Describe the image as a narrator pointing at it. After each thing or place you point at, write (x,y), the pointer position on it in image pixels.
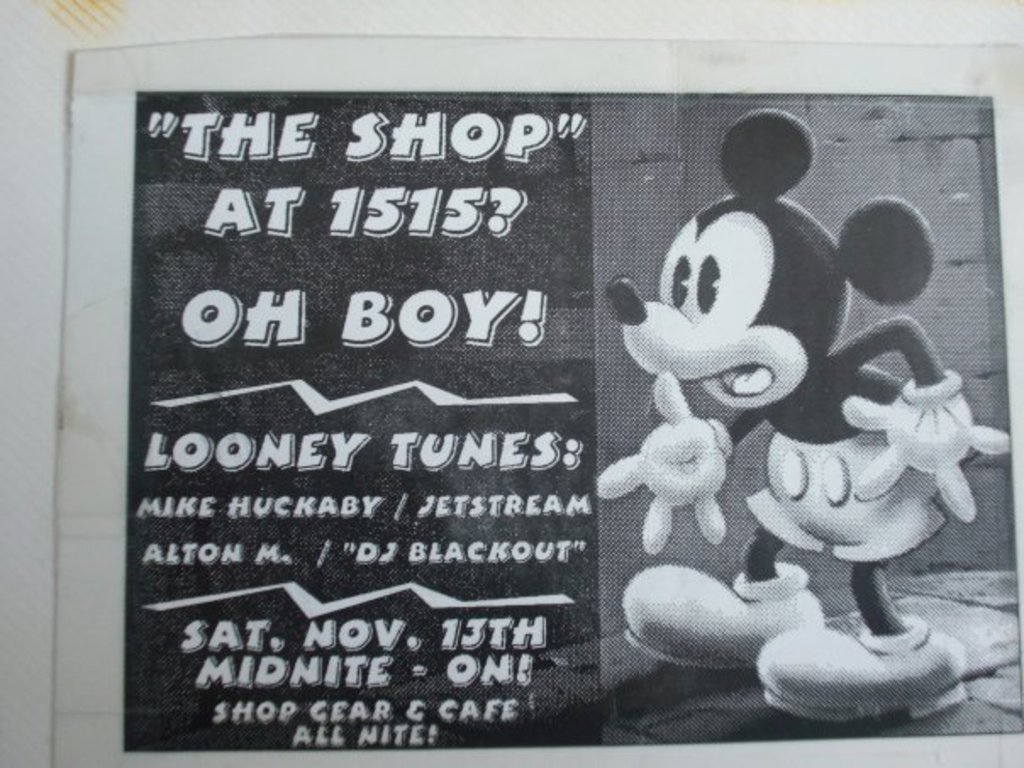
There is a poster (347,169) having an animated image (796,344) of an animal (844,524) and white color texts (541,132). And this poster (350,556) is pasted on the white wall (51,86).
